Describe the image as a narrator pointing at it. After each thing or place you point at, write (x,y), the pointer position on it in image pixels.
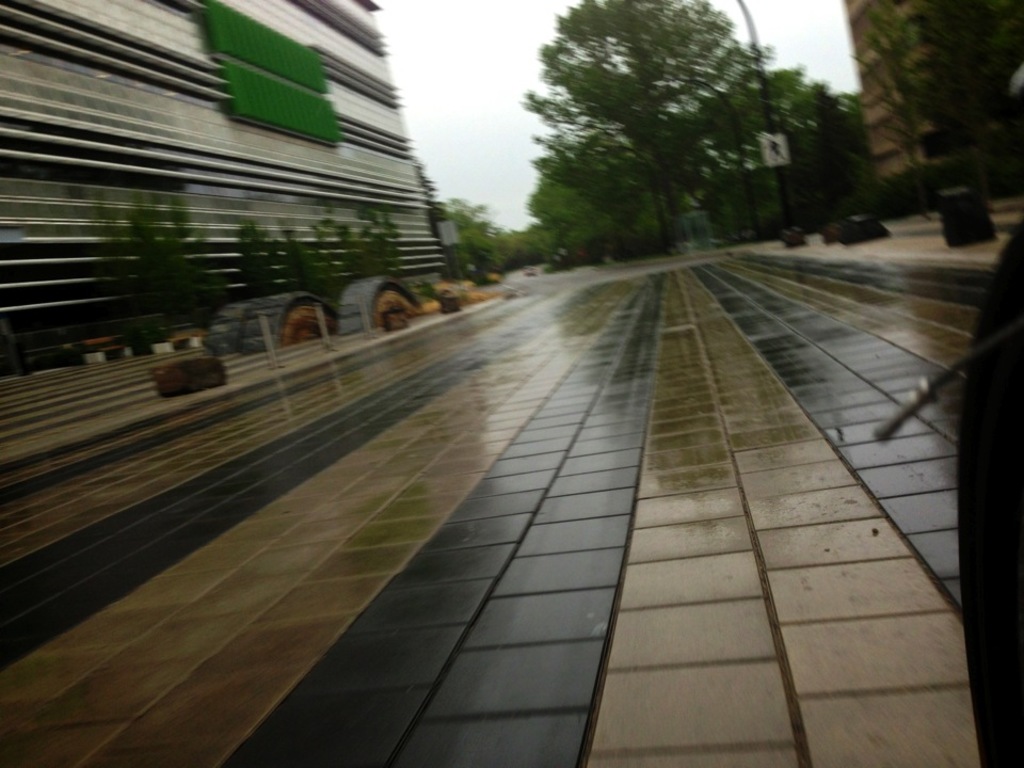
In this image we can see floors (306,382), barriers (368,323), buildings (165,29), street poles (756,52), trees (577,205) and sky (769,61).
